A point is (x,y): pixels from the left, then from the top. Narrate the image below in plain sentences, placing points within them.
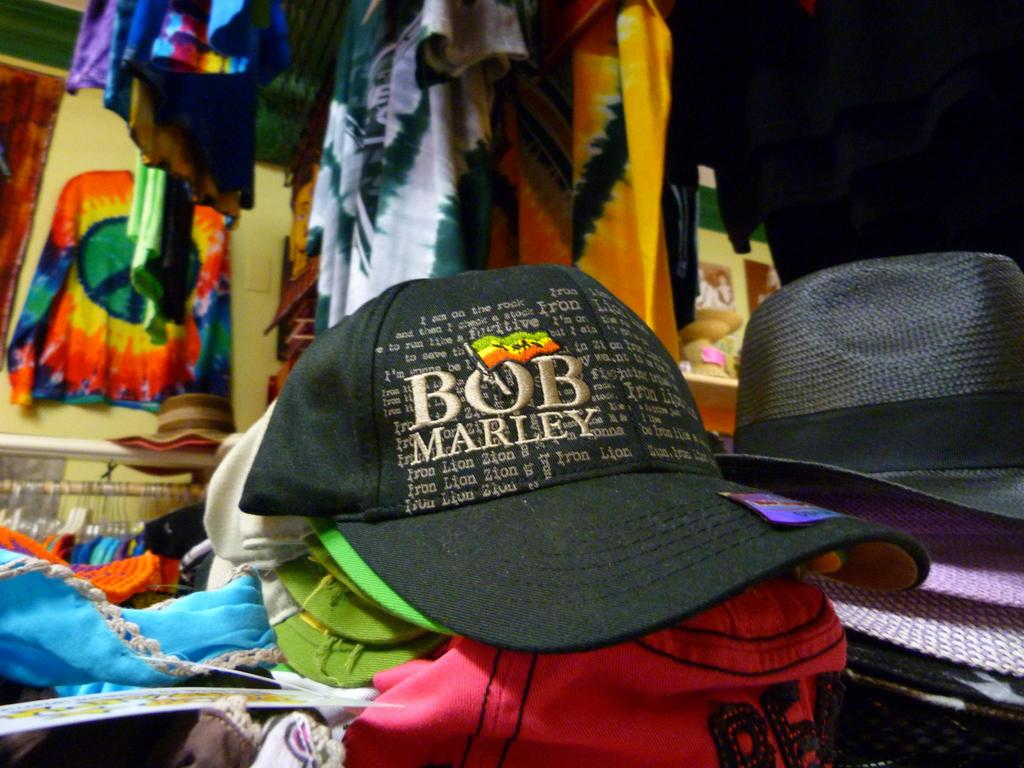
In this picture there are few caps (607,500) and clothes (420,210) which are in different colors.
